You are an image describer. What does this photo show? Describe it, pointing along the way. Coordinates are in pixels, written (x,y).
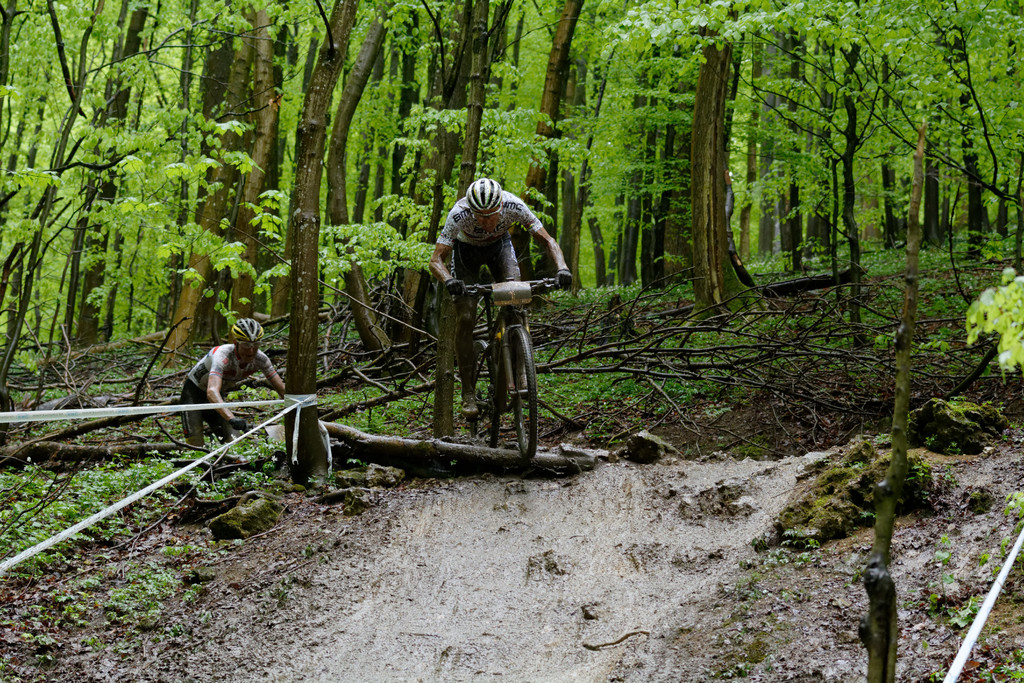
In this image we can a person (469,365) riding a bicycle (516,393). In the background of the image (741,83) there are trees (385,222). At the bottom of the image (466,675) there is road (379,634).
